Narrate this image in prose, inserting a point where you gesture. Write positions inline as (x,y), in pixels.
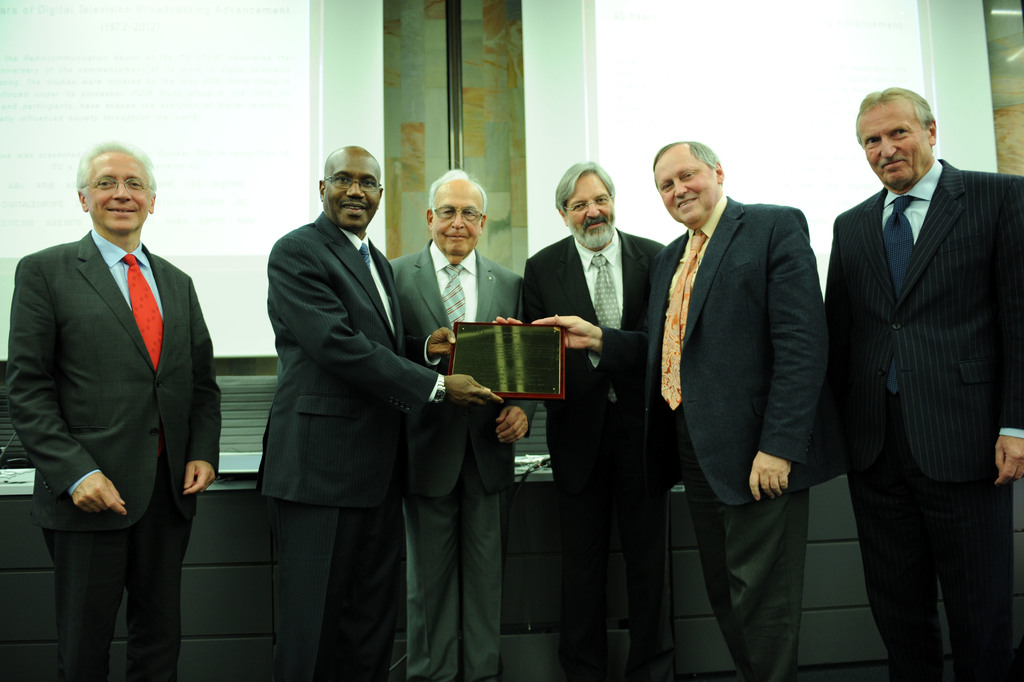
There are many people (435,338) standing. Some are holding a memento (506,357). In the background (516,109) there is a wall (516,109).
